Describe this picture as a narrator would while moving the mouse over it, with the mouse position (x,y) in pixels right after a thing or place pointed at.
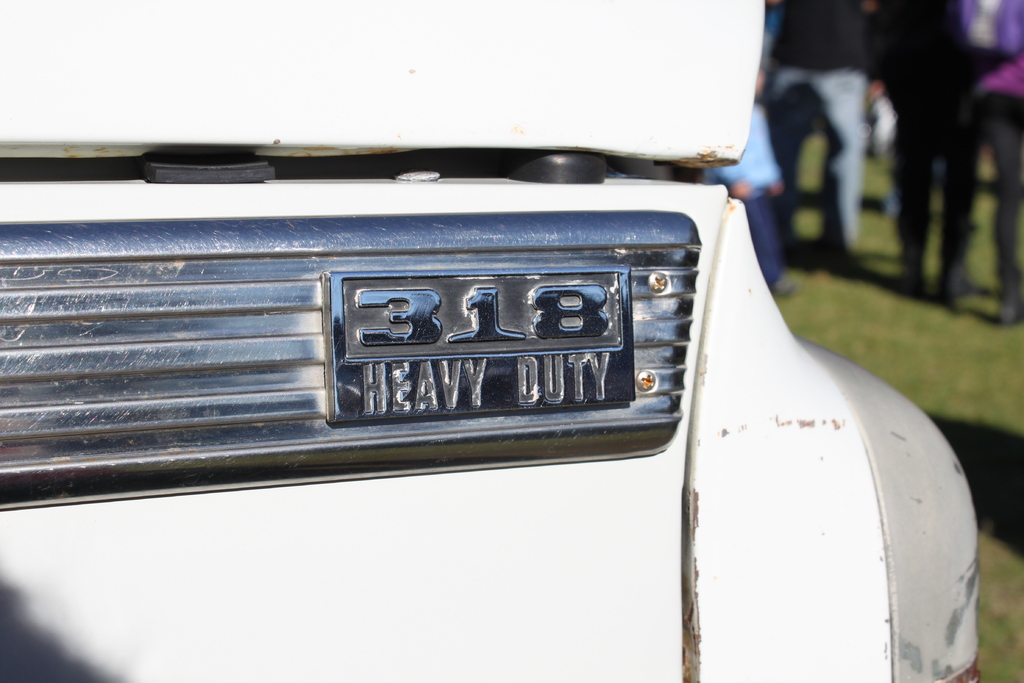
Picture of a vehicle (554,342). Background (948,236) it is blurry and we can see people (966,245).
